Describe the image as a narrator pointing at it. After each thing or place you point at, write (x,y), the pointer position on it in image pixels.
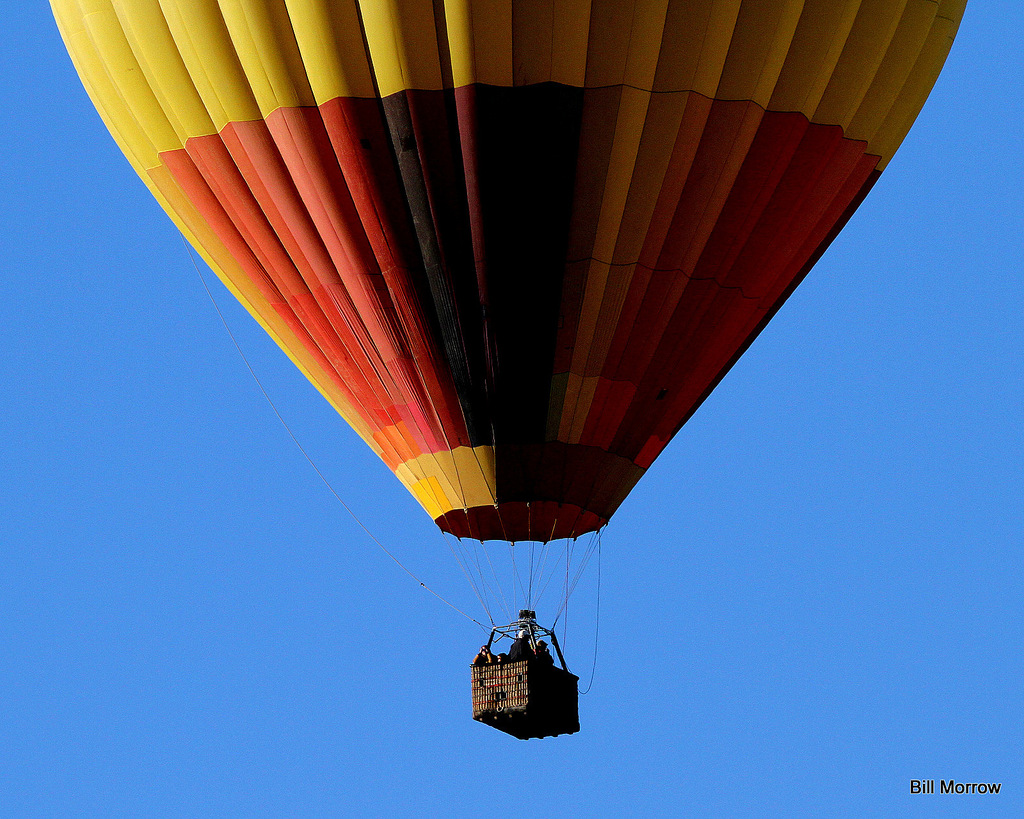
There are people (477,655) in a hot air balloon (492,639). In the background (168,663) we can see sky (157,729) in blue color. In the bottom right side of the image (962,780) we can see text (957,795).
